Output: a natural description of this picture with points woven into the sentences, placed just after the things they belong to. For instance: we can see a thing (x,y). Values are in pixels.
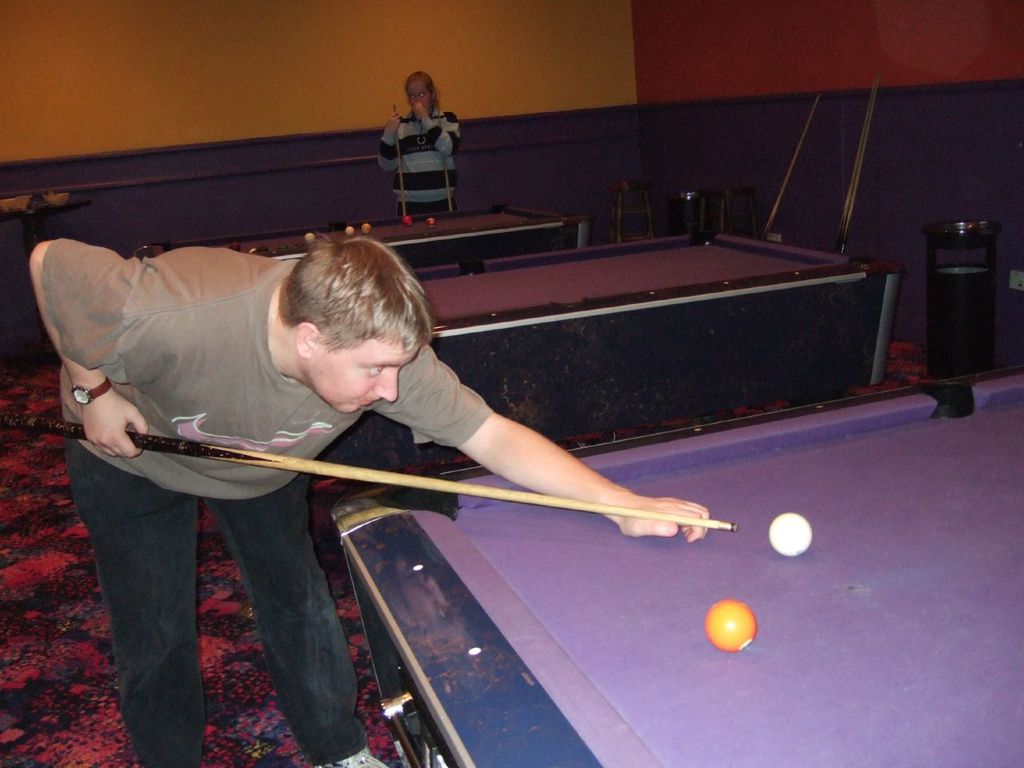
In this picture there is a man (146,427) holding a snooker stick (63,433), holding with both his hands (703,533).
